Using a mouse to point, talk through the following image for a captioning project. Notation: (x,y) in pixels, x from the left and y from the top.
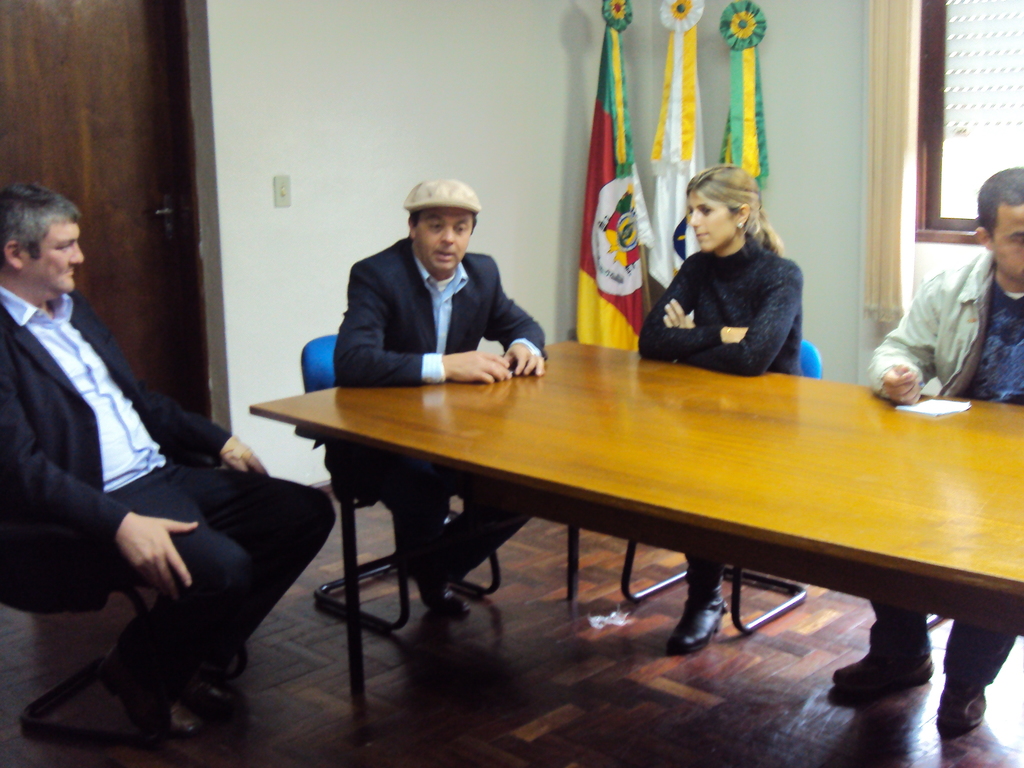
This picture shows a group of people (425,224) seated on the chairs (345,482) and we see a paper (948,408) on the table (685,371) and we see three flags (608,91) on the corner of the room (802,127) and we see a window (1020,163) and a door (121,203) and a man (459,190) wore a hat (431,193) on his head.
